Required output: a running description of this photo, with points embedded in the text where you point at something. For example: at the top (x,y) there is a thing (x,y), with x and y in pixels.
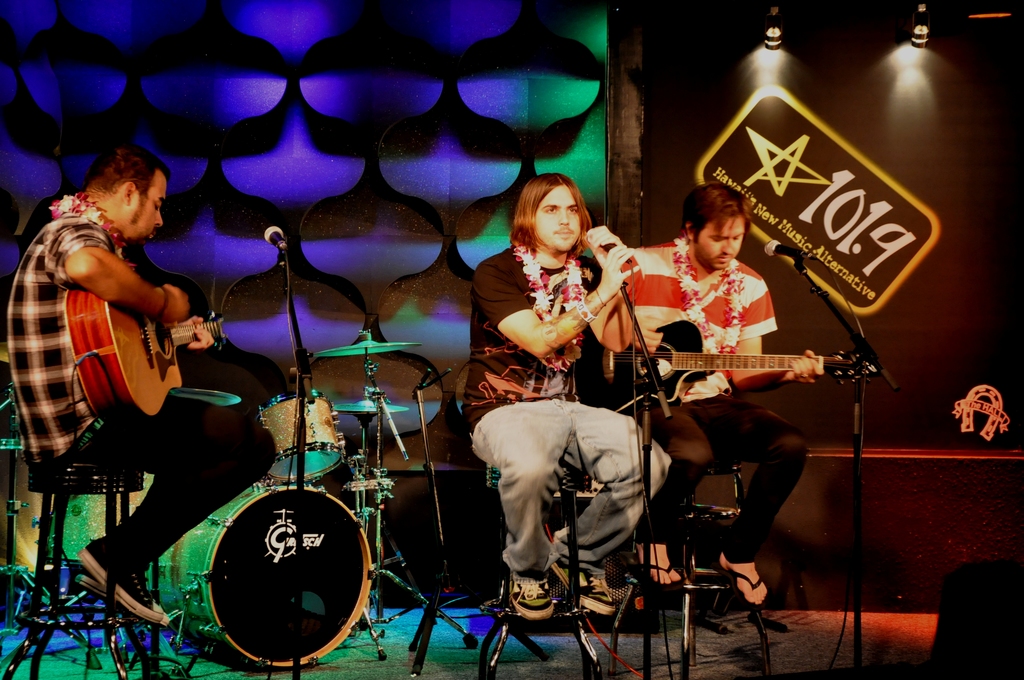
In this image In the middle (558,357) there is a man (541,383) he wear black t shirt (505,386), trouser (505,493) and shoes (538,595). On the left (102,269) there is a man (94,279) he wear check shirt (39,376), trouser (164,465) and shoes (121,596) he is playing guitar (162,350). In the background (270,406) there are drums (312,433), mic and light (925,32).
